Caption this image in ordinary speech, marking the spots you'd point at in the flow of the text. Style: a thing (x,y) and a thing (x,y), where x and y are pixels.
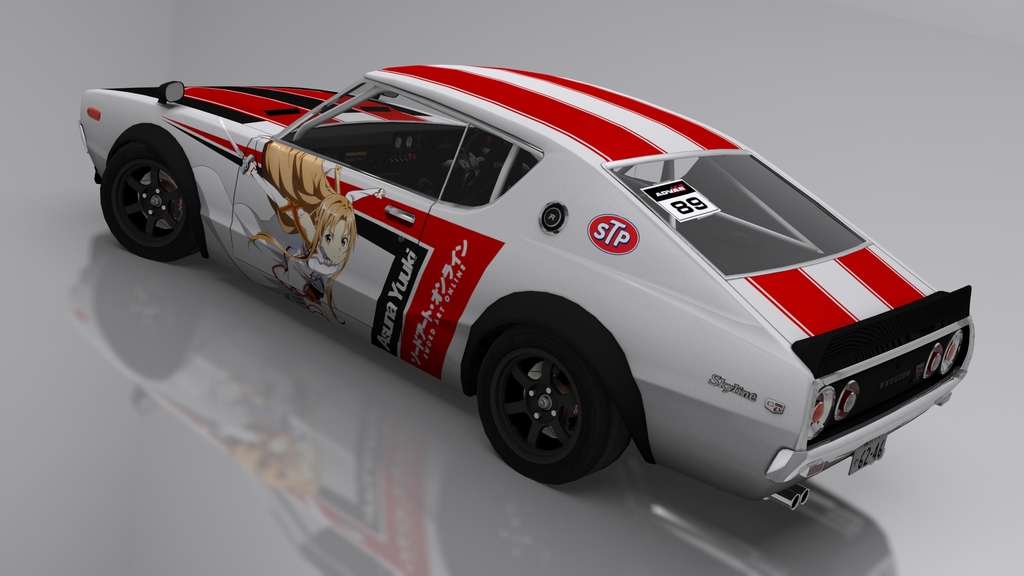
This is an animated picture where we can see a car (424,94) on the surface (305,444). The background of the image (949,127) is white in color.
